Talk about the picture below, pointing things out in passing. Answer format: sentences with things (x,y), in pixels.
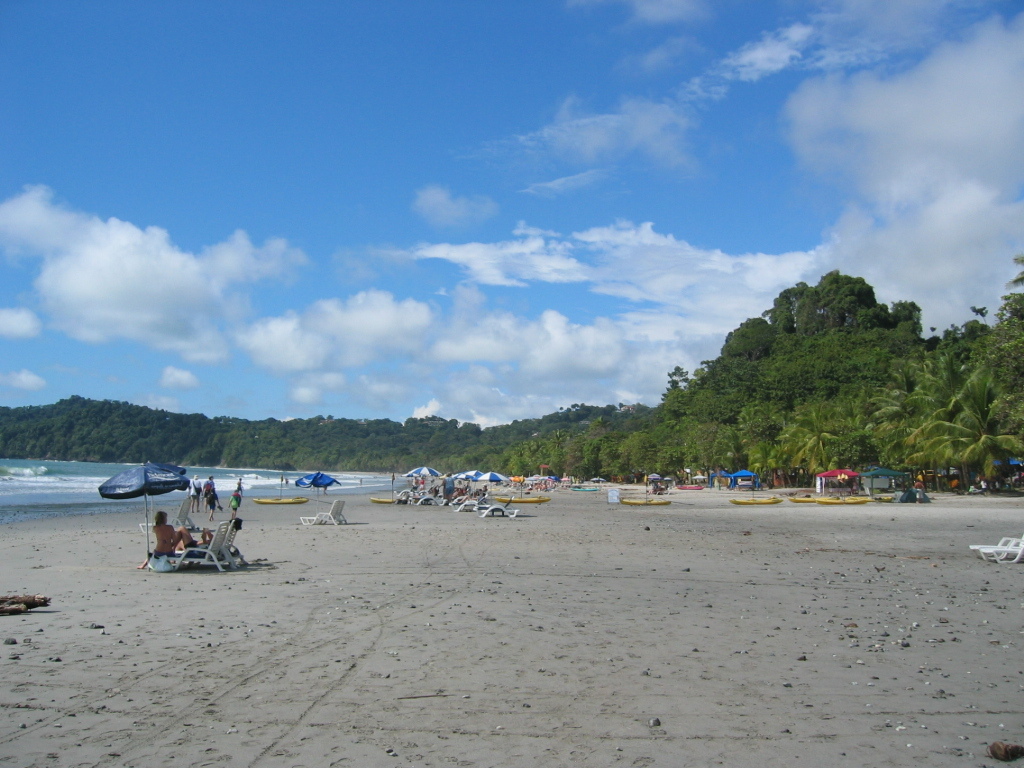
This is the picture where we can see a beach (644,586) and ocean (56,484). Behind the beach (88,516) trees (719,430) are there. The sky (366,188) is in blue color with some clouds (514,323).
